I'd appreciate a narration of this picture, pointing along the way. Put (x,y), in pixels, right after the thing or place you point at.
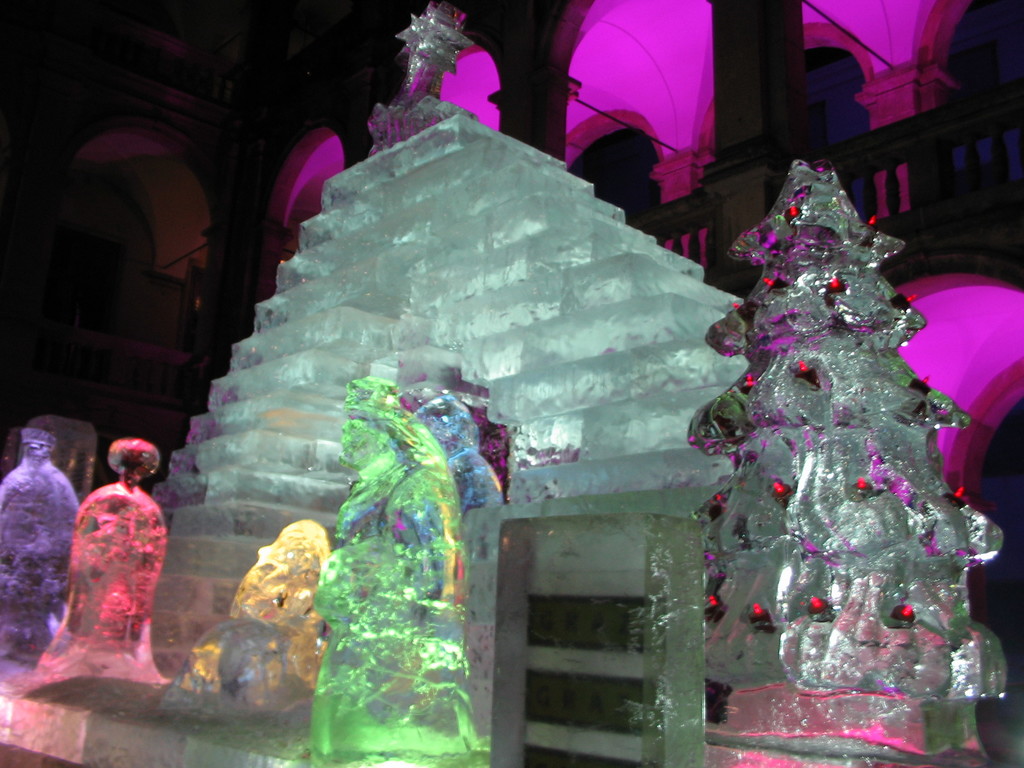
In the foreground of this picture (533,441), we can see few sculpture (378,536) made with ice (446,485) and few lights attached to it. In the background (529,93), there is a building (626,84) and a pink light (615,102).
